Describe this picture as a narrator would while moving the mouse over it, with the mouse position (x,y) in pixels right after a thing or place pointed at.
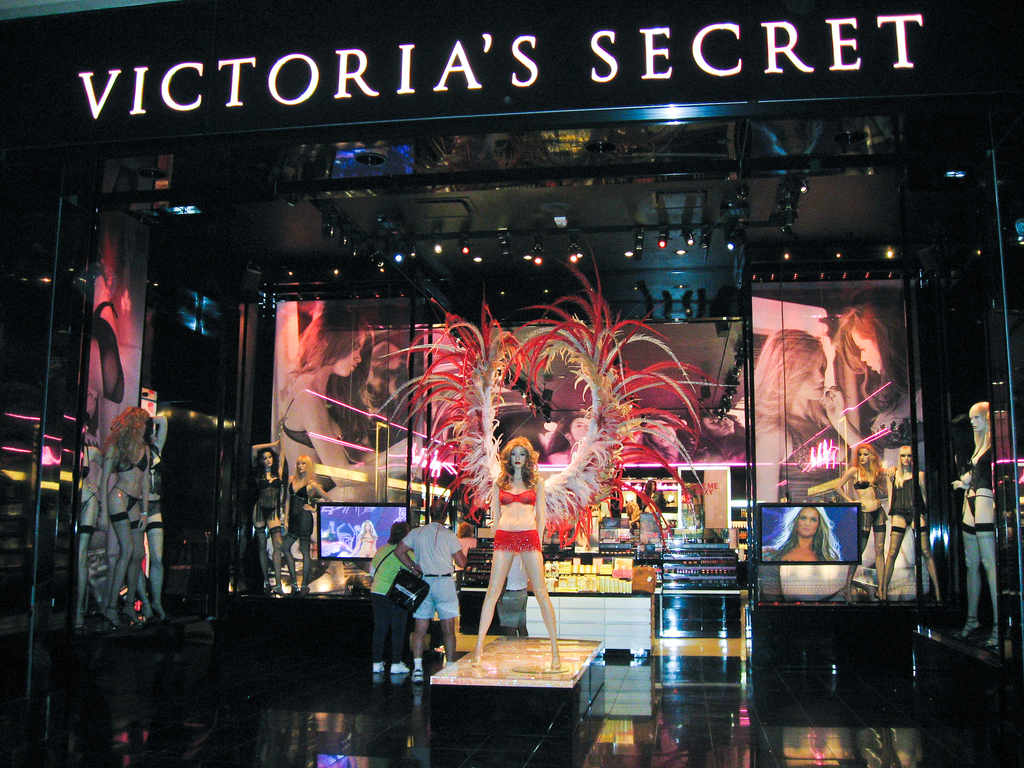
In the center of the image (562,490), we can see a mannequin (519,462) wearing costume (445,403) and in the background (789,348), there are screens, lights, and some people (389,625) standing and there are mannequins (159,468).
